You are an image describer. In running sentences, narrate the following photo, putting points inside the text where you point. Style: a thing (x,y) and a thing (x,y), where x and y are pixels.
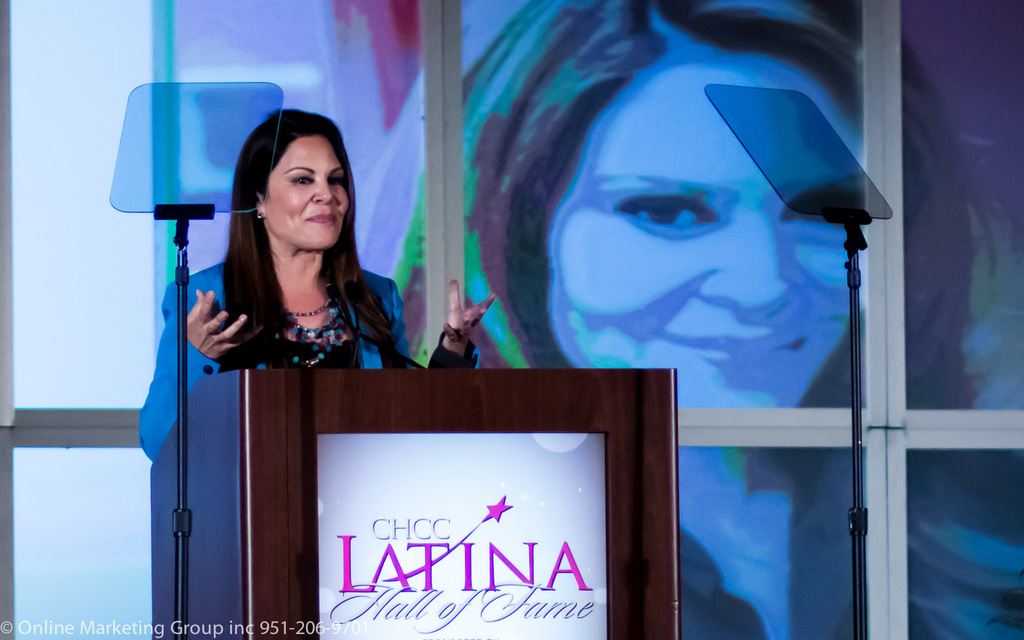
On the left side (308,318), there is a woman (212,272) in a blue color jacket (174,348), smiling and standing in front of a wooden stand (235,375), which is having a screen (502,474). Beside this stand (394,535), there is another stand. On the bottom left (55,625), there is a watermark (94,624). On the right side (856,573), there is a stand (780,187). In the background (776,293), there is a painting (612,276) of a woman (563,37).
